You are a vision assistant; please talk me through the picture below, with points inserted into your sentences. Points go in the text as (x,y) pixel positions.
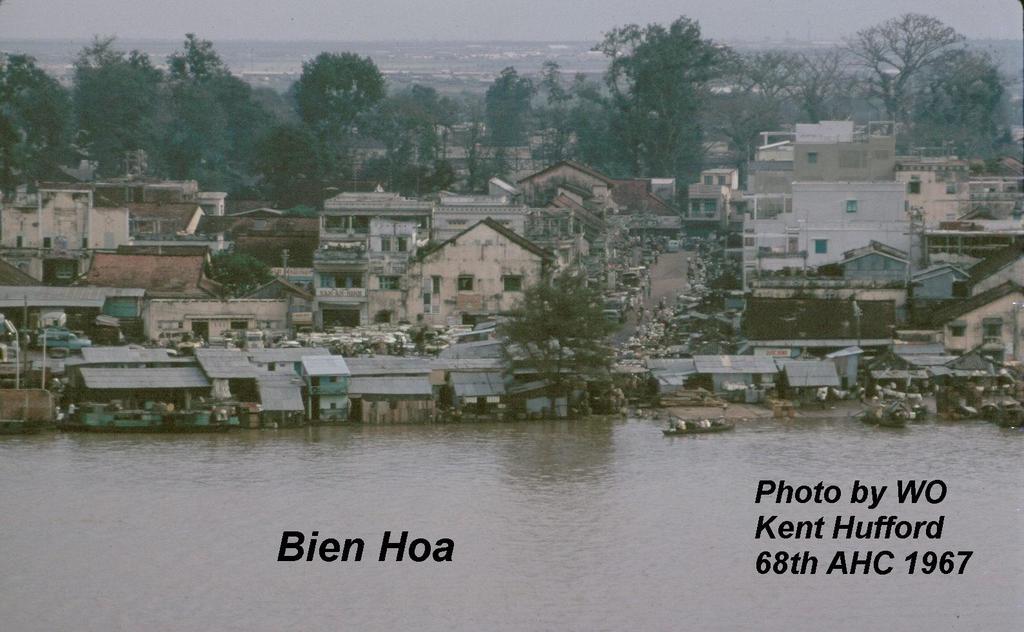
As we can see in the image there is water (713,483), trees (357,110), houses (447,246), vehicles (340,328) and at the top (342,38) there is sky (396,31).
